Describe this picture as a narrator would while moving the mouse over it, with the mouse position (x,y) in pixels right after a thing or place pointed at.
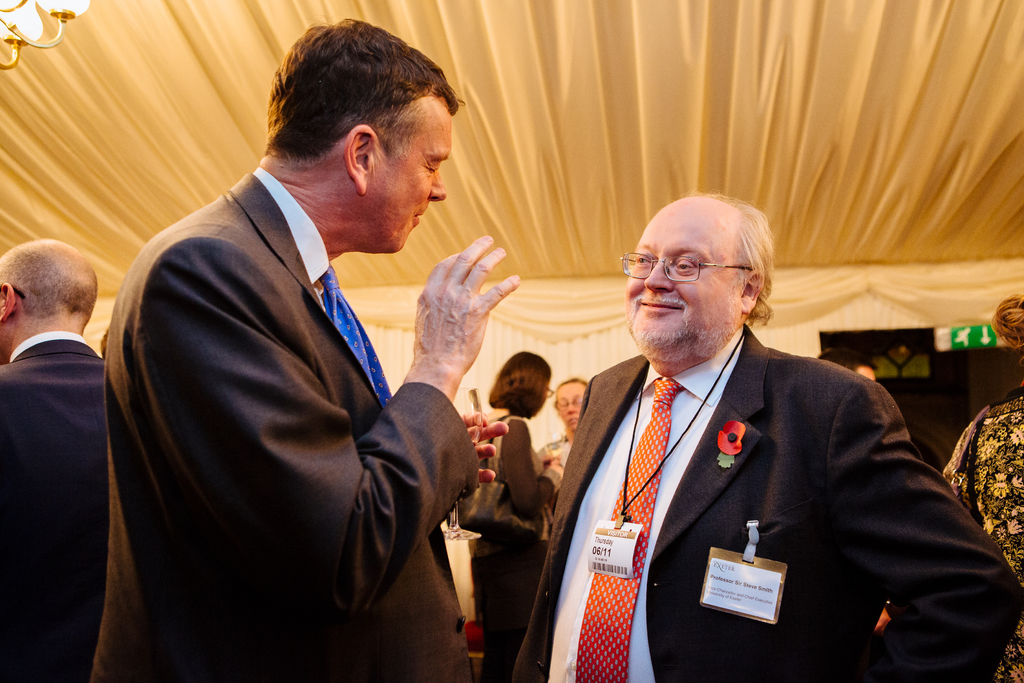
In this picture I can see two persons (850,557) standing. I can see a man (455,431) holding a wine glass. There are few people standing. I can see a chandelier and some other objects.
